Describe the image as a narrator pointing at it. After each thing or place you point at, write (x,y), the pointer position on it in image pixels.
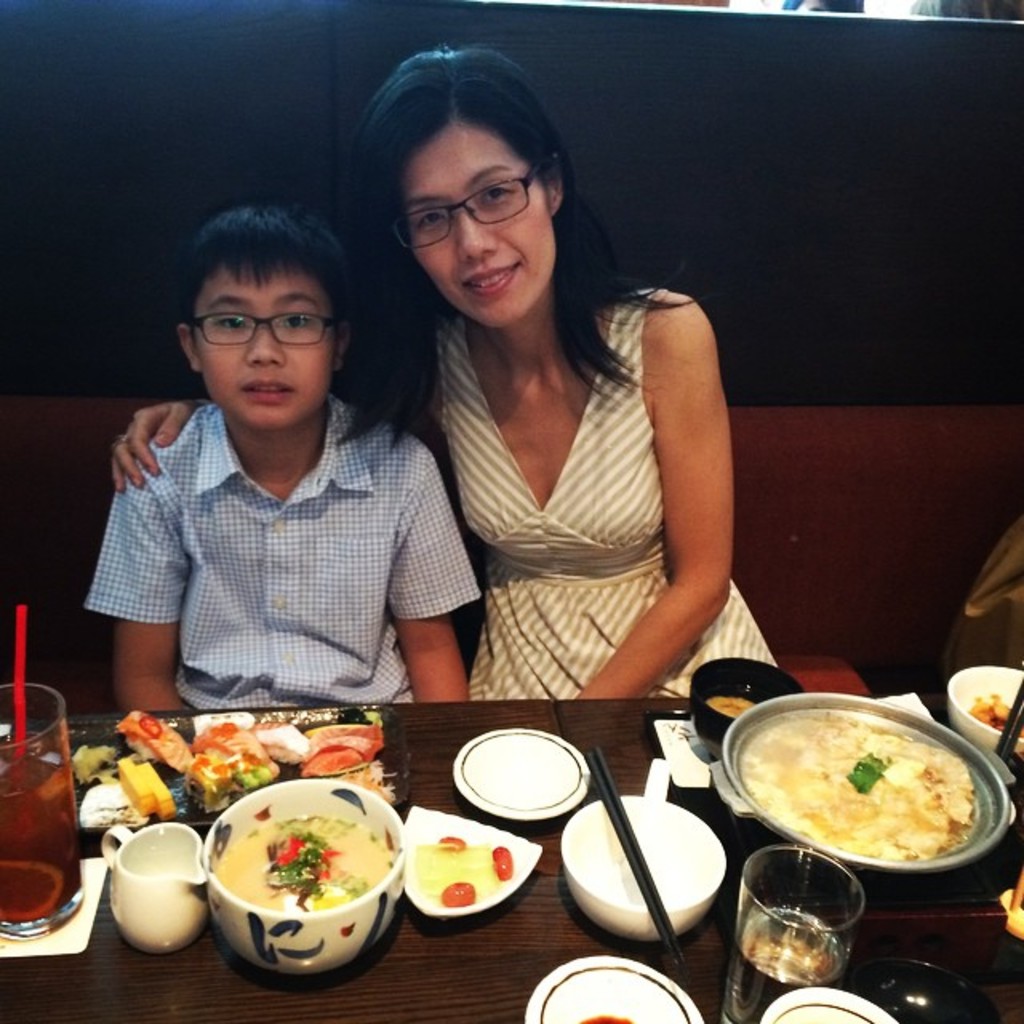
In this picture I can see two people (601,552) are sitting on the couch (755,475) in front of the table (357,989), on which I can see some food items (328,851) are placed.
